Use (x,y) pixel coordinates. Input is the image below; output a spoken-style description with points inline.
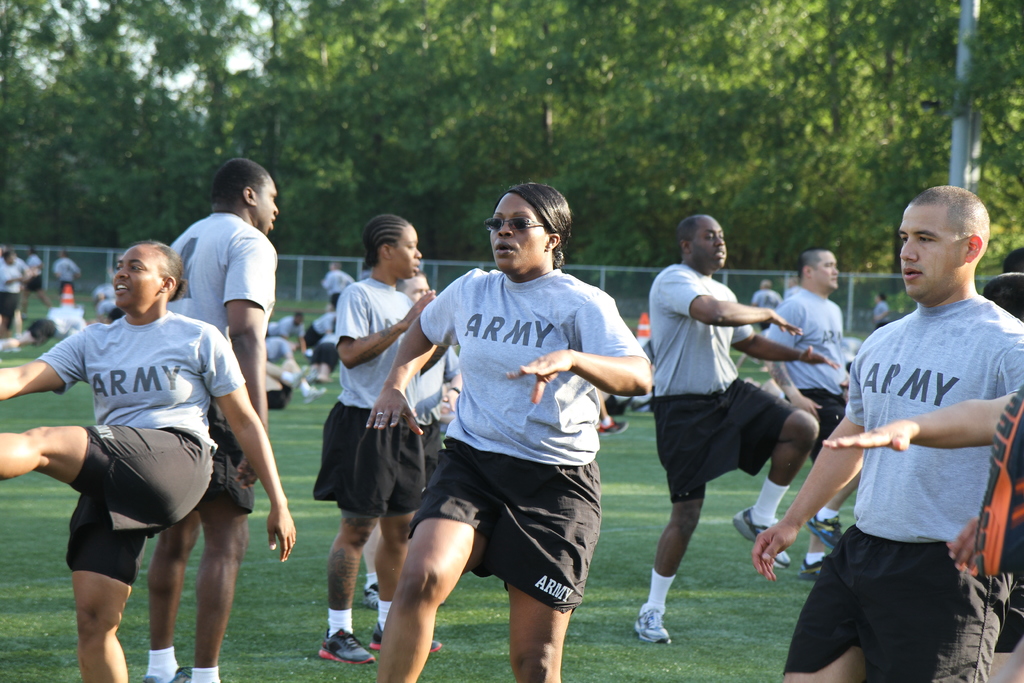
In this picture we can see a few people (657,289) on the grass (15,592). There is a pole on the right side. We can see some trees (407,123) in the background (828,127).
